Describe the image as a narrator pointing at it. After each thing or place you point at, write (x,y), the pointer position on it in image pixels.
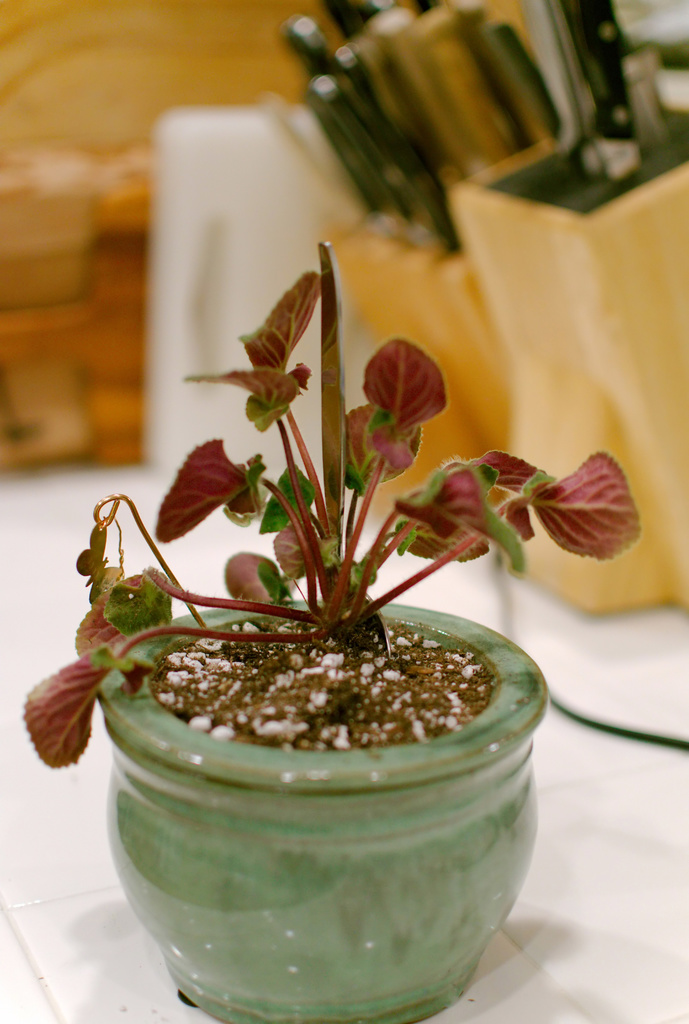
In the center of the image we can see a platform (361,551). On the platform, we can see a pot (430,751) with a plant (594,488) and some object (374,613). In the background (635,228), we can see it is blurred.
